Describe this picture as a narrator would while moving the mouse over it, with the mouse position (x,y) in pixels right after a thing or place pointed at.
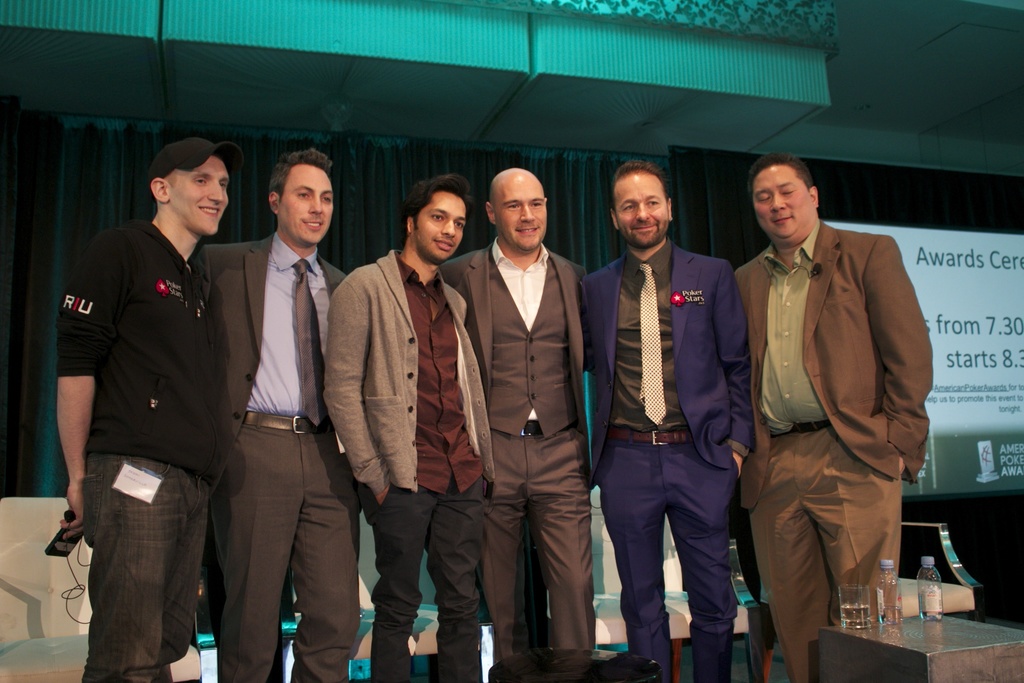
In this picture in the front (604,666) there is an empty stool (617,673), there is a table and on the table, there is a glass (845,613) and there are bottles (895,605). In the center (572,450) there are persons (560,377) standing and smiling. In the background (967,365) there are empty sofas (60,577) and there is a screen (969,391) with some text (961,254) displaying on it and there is a curtain (361,186) which is black colour. On the top (348,23) there are objects (348,23) which are visible.
